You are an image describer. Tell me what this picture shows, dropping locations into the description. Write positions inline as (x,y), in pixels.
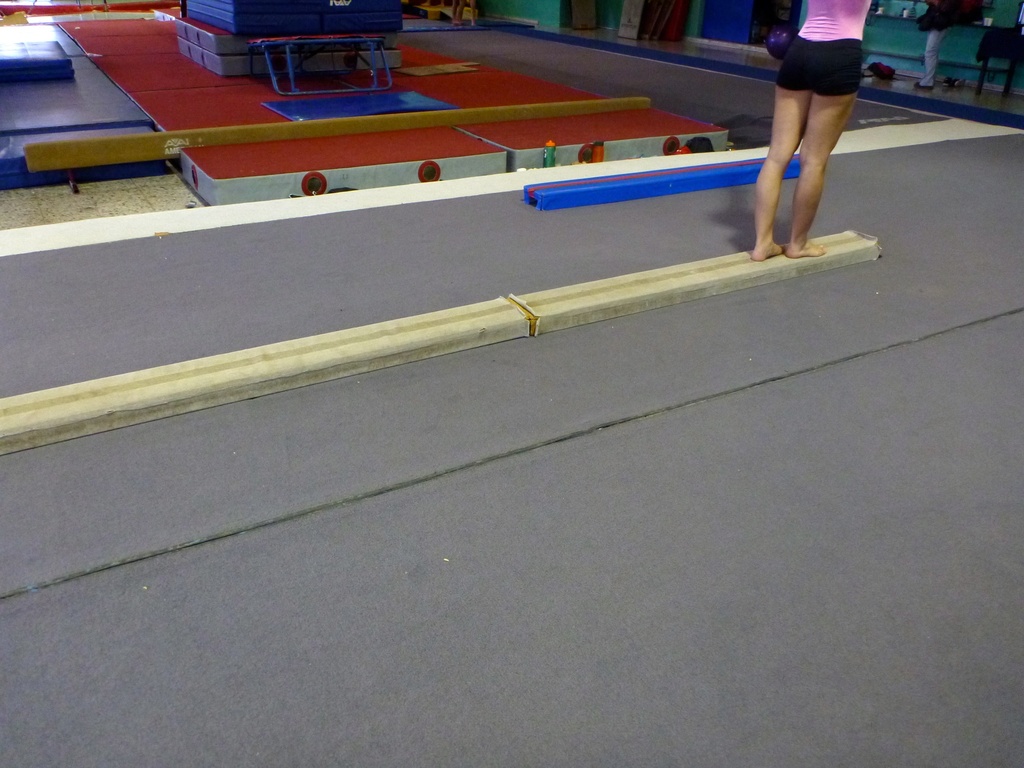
This image consists of persons leg (797,149) at the top (766,209). There is carpet (578,429) in the middle (431,462). There are some boxes (30,69) at the top (294,172).
